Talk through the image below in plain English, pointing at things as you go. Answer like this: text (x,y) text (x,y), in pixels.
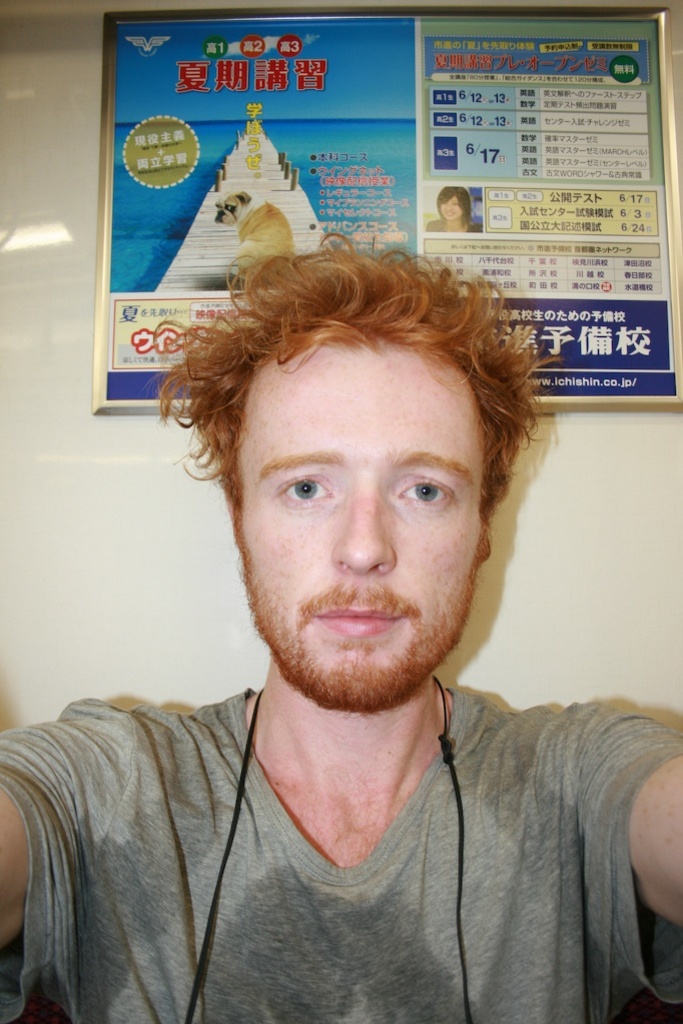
In this picture we can see a man (308,707). Behind the man (353,675), there is a photo frame (212,306) on the wall (62,529).
